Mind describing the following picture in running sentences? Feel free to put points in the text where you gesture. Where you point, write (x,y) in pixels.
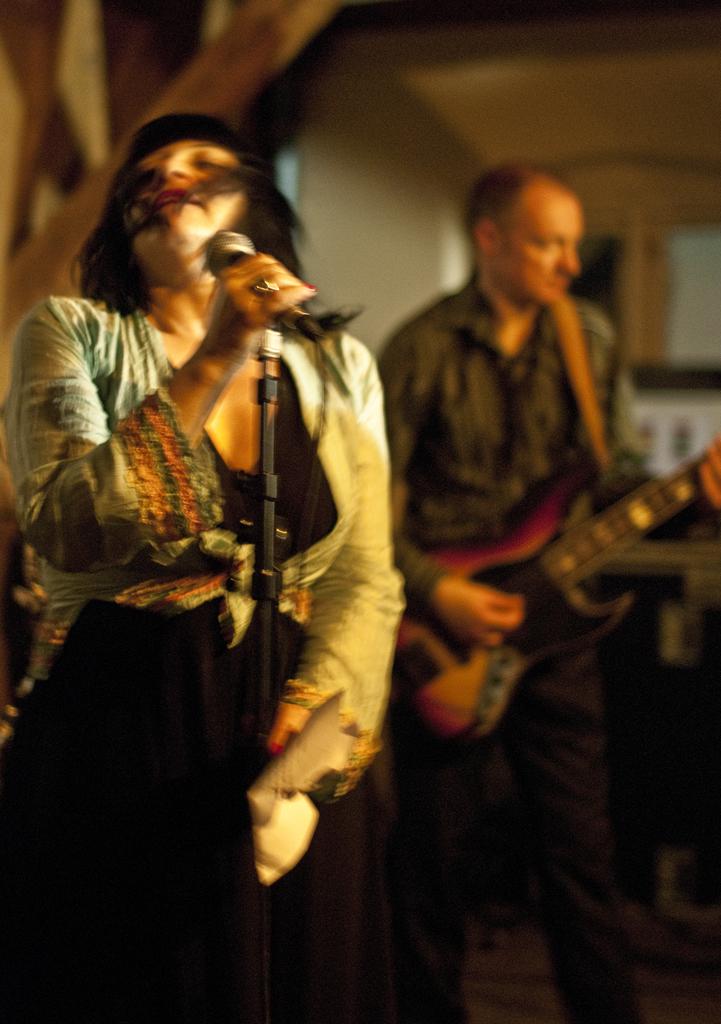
This image is clicked in a musical concert. There are two persons (455,479) in this image. The one who is on the left side (206,570) is women (254,413), the one who is on the right side (491,381) is man (556,822). Man (425,785) is playing guitar (594,565), woman (366,582) is holding a mic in her hand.
